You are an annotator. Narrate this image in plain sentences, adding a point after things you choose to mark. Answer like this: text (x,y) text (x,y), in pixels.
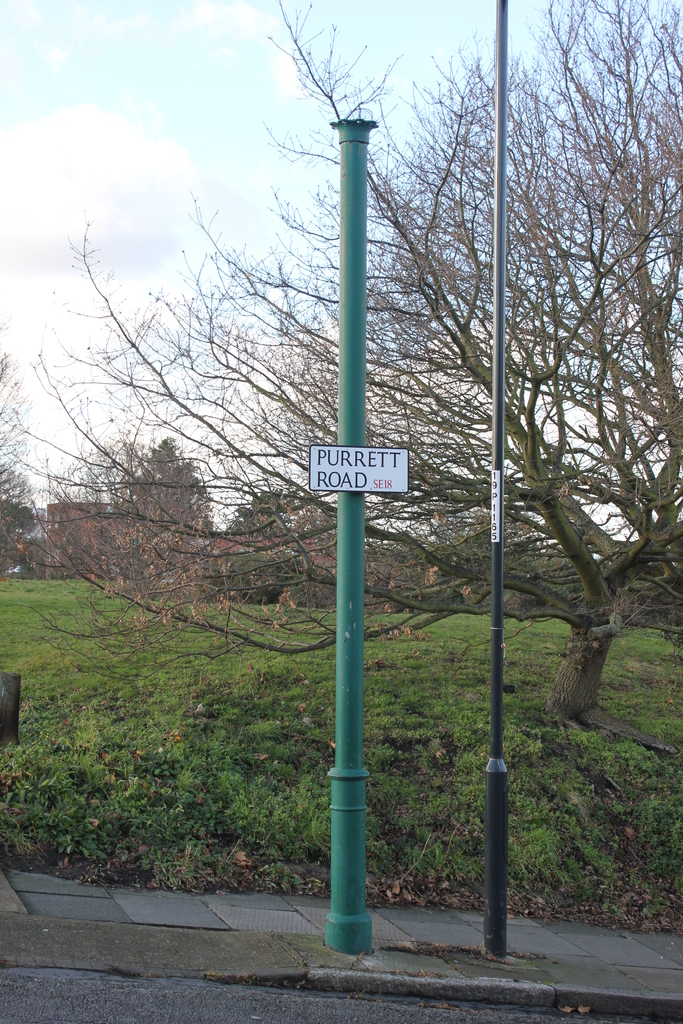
In this image I can see a green colour pole (340,745), a black colour pole (500,27), a white board (350,484) and on it I can see something is written. I can also see grass ground (114,735), number of trees (30,464), few buildings (78,555) and in the background (147,199) I can see clouds (124,162) and the sky (121,118).
